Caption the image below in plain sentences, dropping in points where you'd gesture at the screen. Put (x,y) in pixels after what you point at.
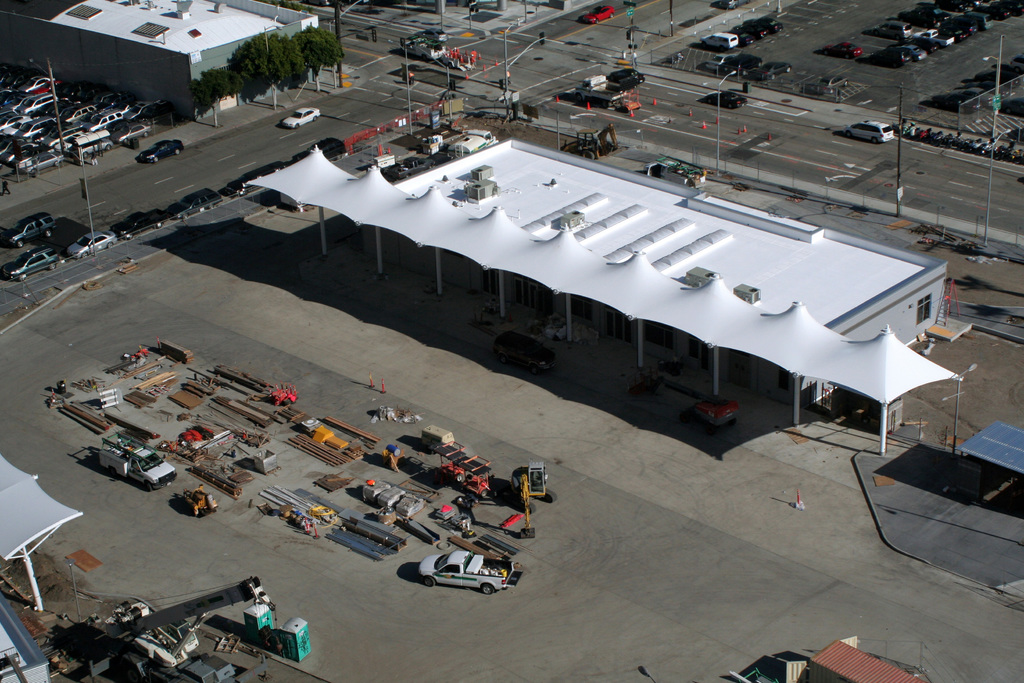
The picture is taken from the top. In the picture there are buildings (458,185), trees (302,59), cars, canopies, crane (193,628), roads (551,67), street lights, poles (411,126) and other objects (928,134).
